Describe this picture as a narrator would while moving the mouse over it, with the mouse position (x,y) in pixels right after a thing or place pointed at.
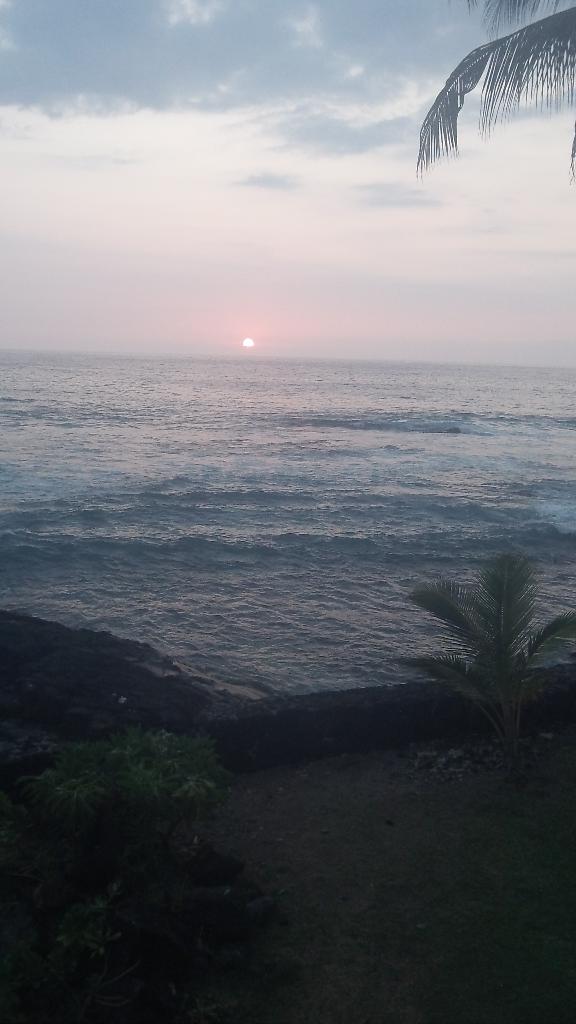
In the image we can see the sea (346,521), plants (115,879), the cloudy sky (273,271) and the sun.
